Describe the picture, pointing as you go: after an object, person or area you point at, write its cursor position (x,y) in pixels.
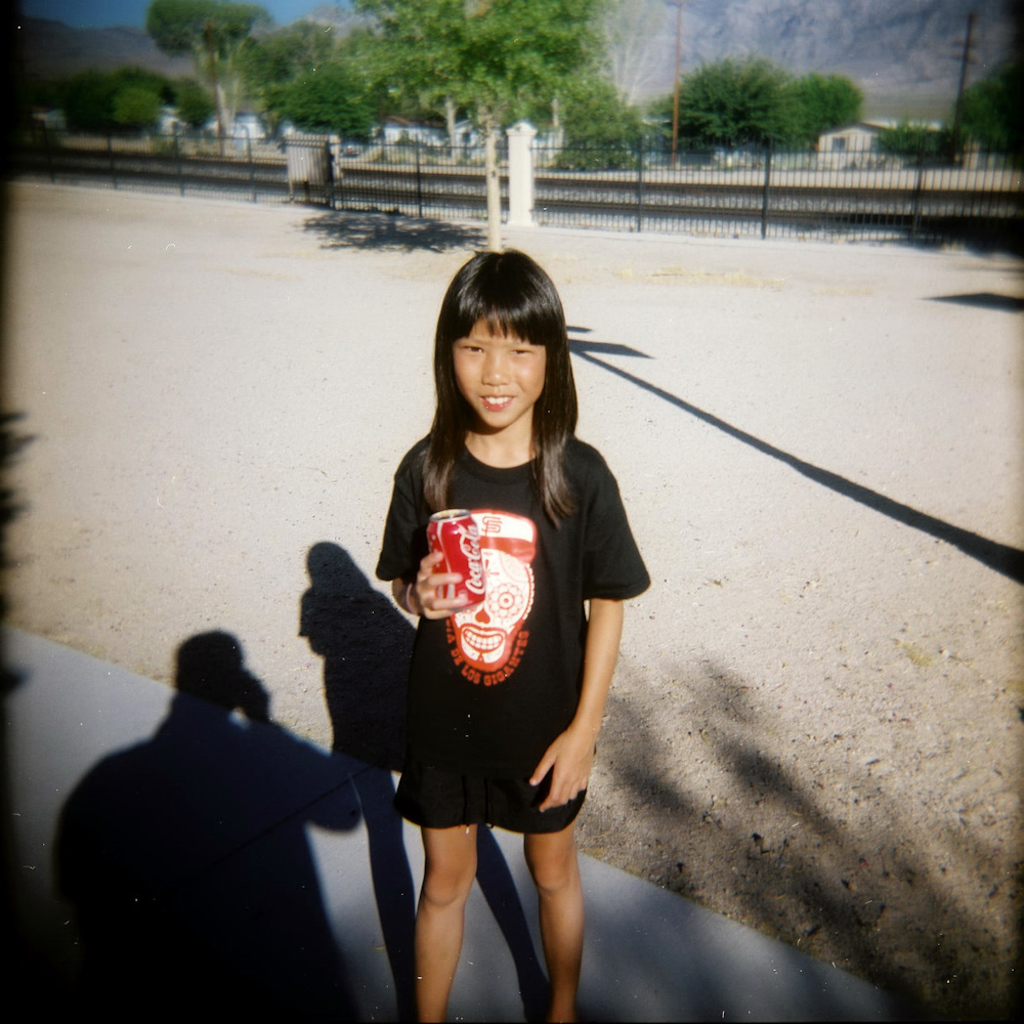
In this picture there is a girl (564,485) who is wearing black t-shirt (529,535) and short (512,808). She is holding coke can (456,532). In the background (489,76) we can see gate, fencing (273,140), building (874,157), trees (686,140) and mountains (690,36). In the top left corner (65,11) there is a sky (79,4). In the bottom left corner (338,822) we can see the person's shadow (255,764).
